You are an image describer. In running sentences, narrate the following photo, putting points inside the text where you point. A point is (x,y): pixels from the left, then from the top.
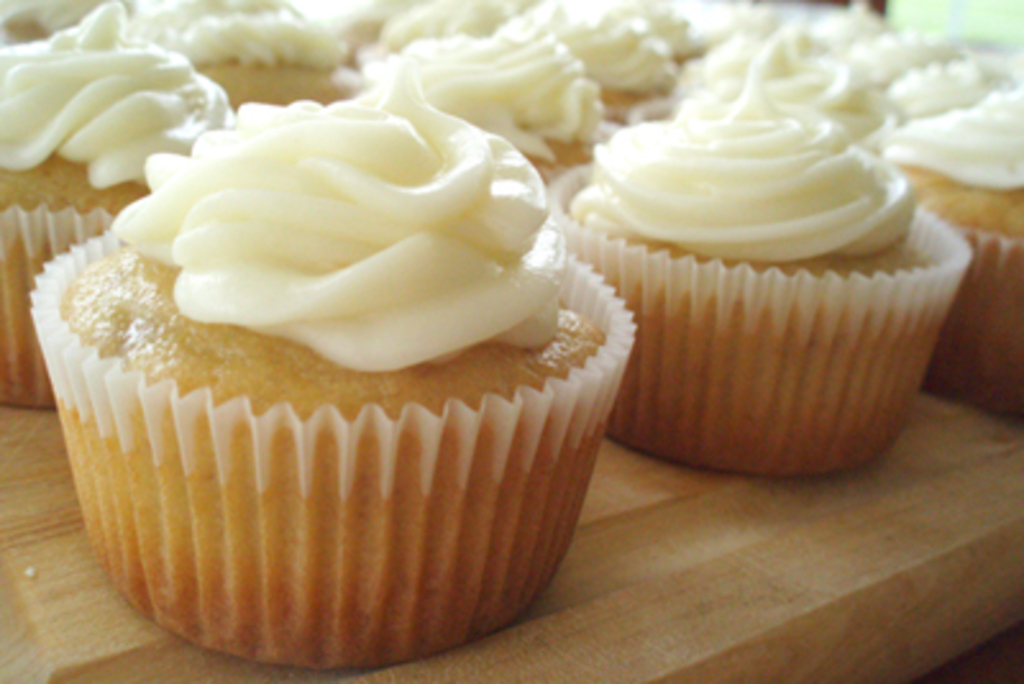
This is a zoomed in picture. In the foreground (375,456) we can see there are many number of cupcakes (618,318) placed on the top of the table (22,625).
